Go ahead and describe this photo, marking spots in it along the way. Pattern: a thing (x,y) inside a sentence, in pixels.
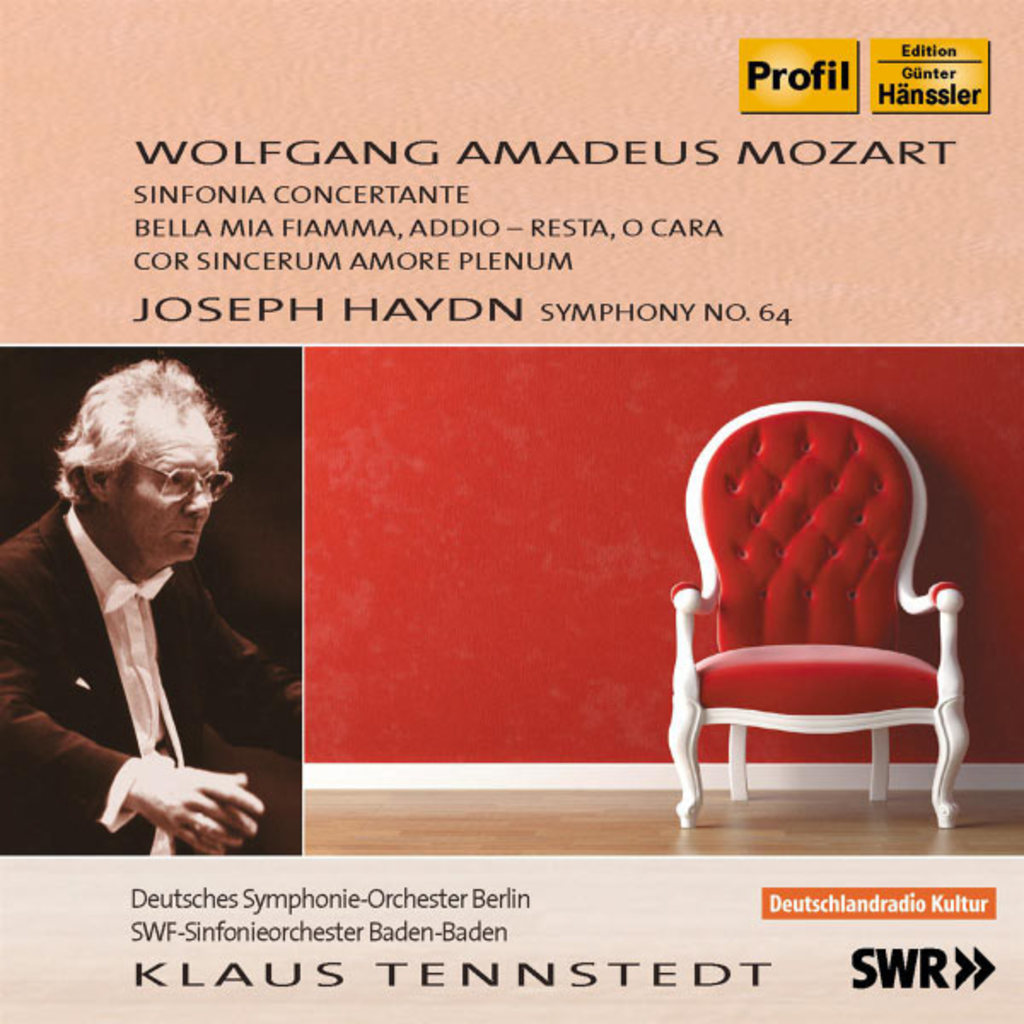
On the left side of the image (195,608) a man (193,707) is there. On the right side of the image (798,574) we can see a chair (763,589), wall (613,642), floor (524,802) are present. At the top (635,176) and bottom of the image (631,961) we can see some text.
